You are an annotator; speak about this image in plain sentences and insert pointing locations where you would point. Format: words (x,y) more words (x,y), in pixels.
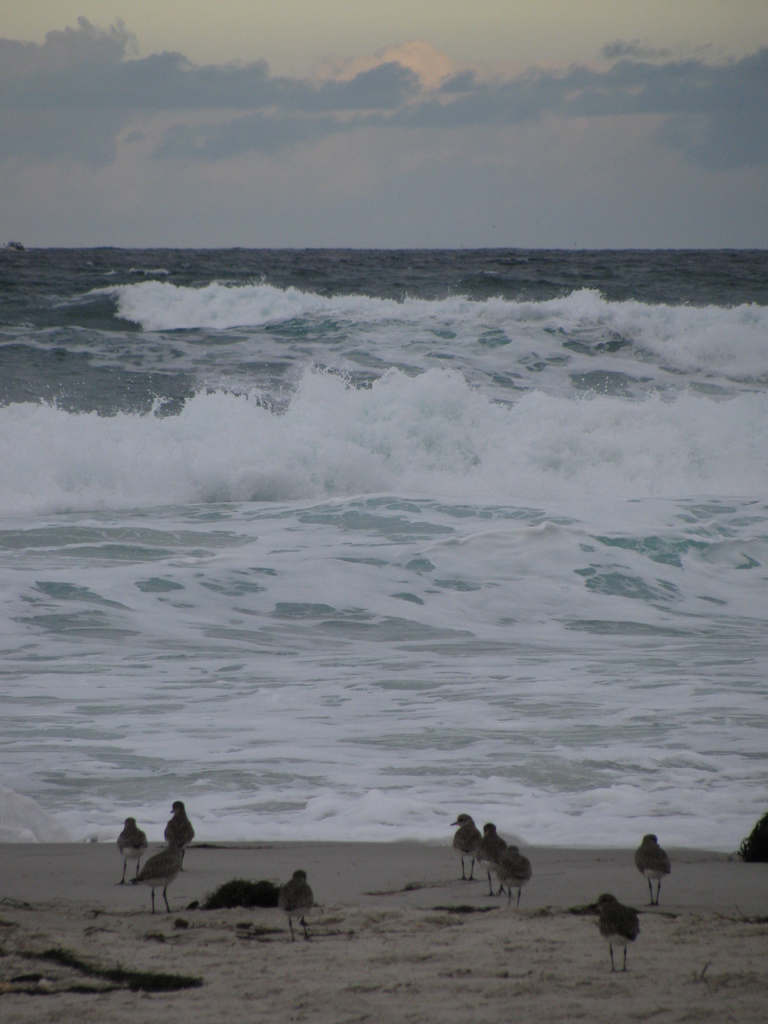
In the foreground of the picture (308,895) there are birds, sand (303,939) and other things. In the center of the picture (432,513) there is a water body (380,430). Sky (592,107) is cloudy.
